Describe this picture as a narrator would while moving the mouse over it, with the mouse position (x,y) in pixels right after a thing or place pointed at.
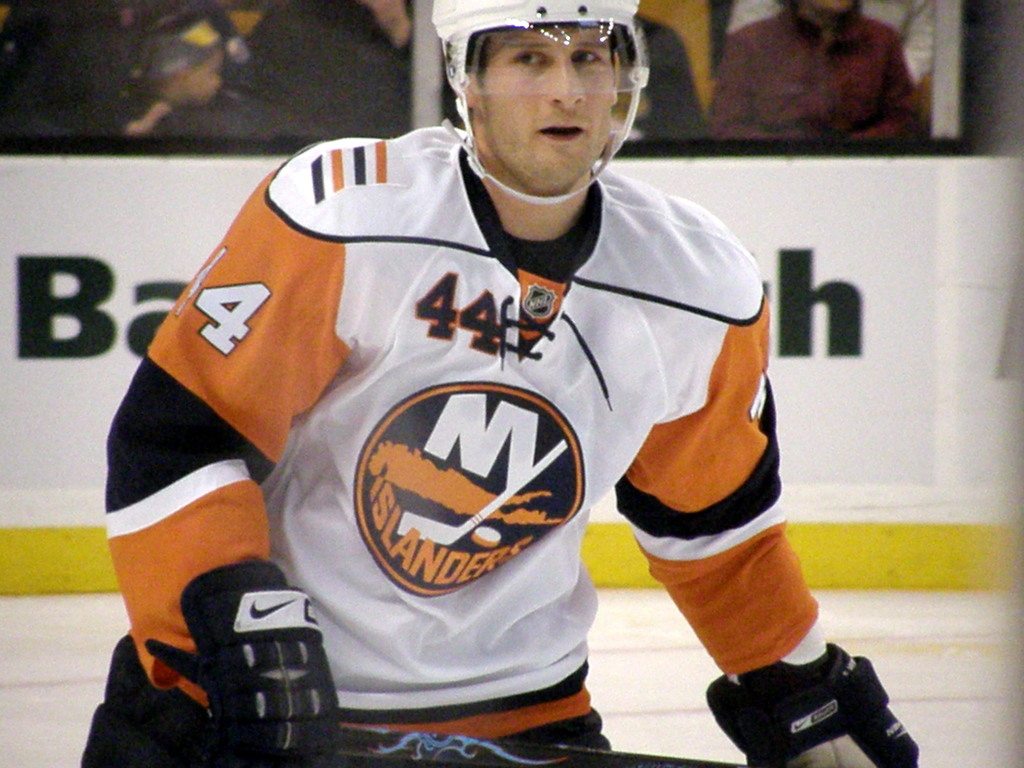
In this image there is a person (436,430) holding an object (397,738), there is a white background (886,409) behind the person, there are audience (779,70) sitting.
